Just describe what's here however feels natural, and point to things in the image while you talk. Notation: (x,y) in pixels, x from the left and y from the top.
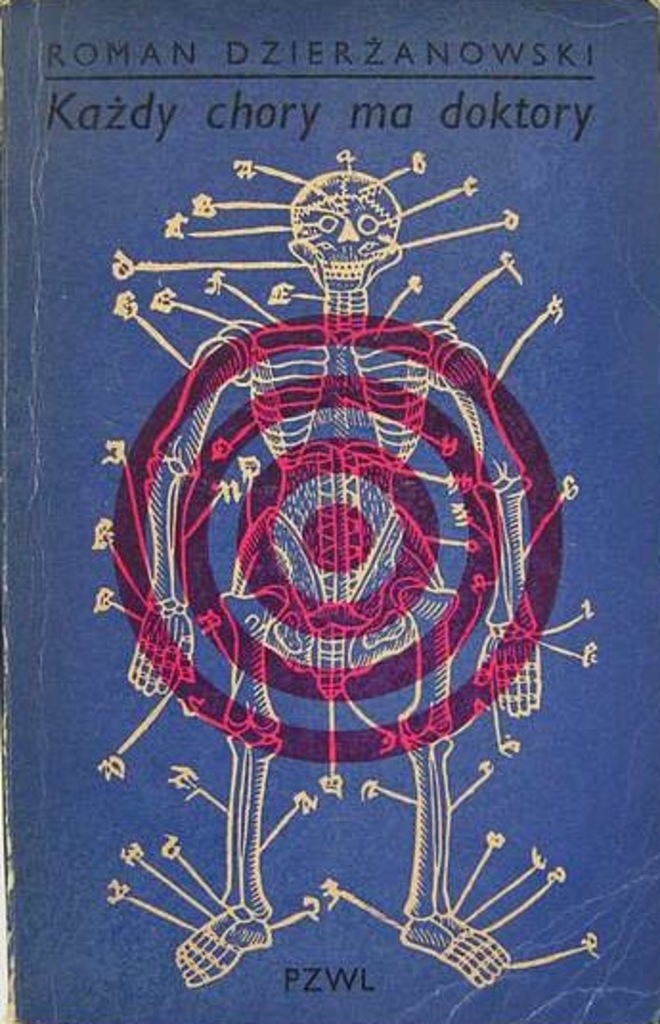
In this image there is a skeleton (344,615) and there are some texts (228,116) written on the image which is blue in colour.
